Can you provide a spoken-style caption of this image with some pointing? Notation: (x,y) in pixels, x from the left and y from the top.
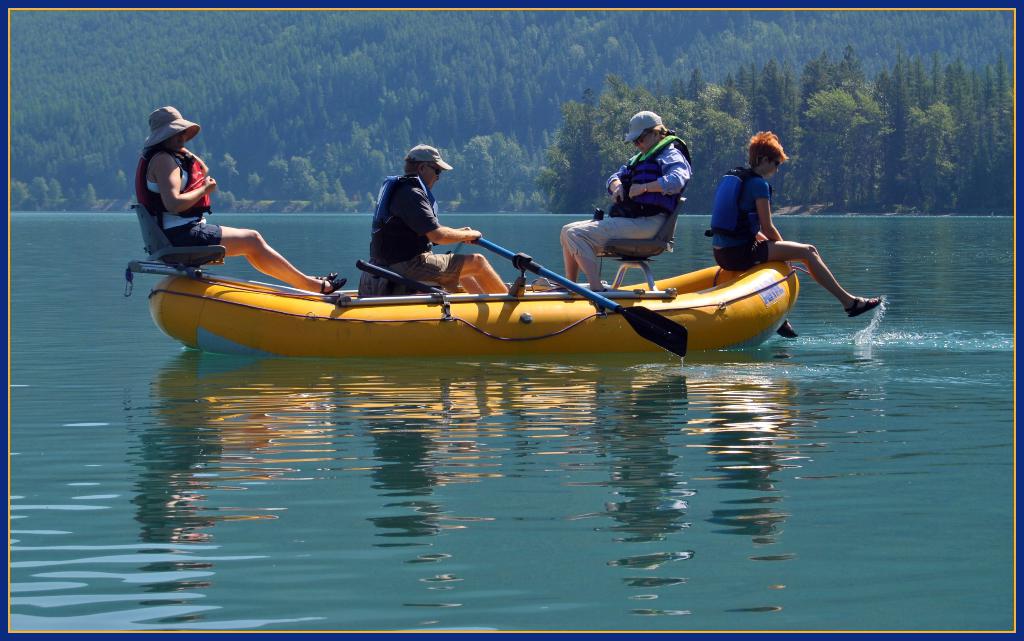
In this image, we can see four people (199,232) sitting on the boat (679,304). In the background (800,96), we can see some trees (867,158) and plants (282,119). At the bottom (625,554), we can see a water (447,485) in a lake (271,473).
